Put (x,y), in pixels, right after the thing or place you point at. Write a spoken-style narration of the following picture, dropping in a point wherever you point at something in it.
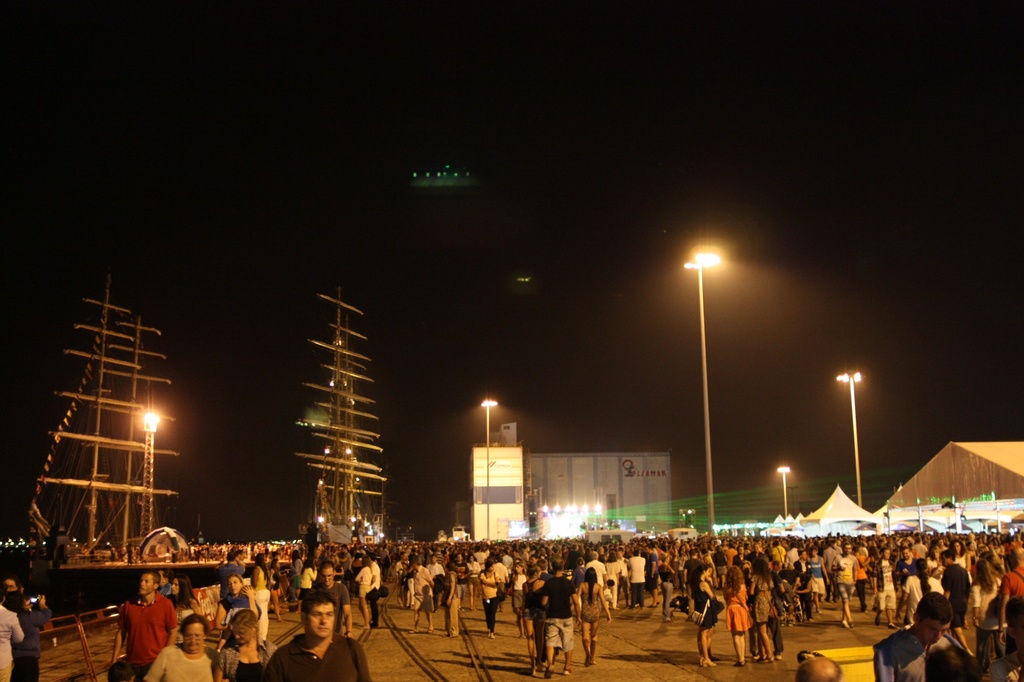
At the bottom of the image (158,616) there are many people (287,652) standing. There is a street light (710,471). In the background of the image (648,477) there is a building (653,484).
